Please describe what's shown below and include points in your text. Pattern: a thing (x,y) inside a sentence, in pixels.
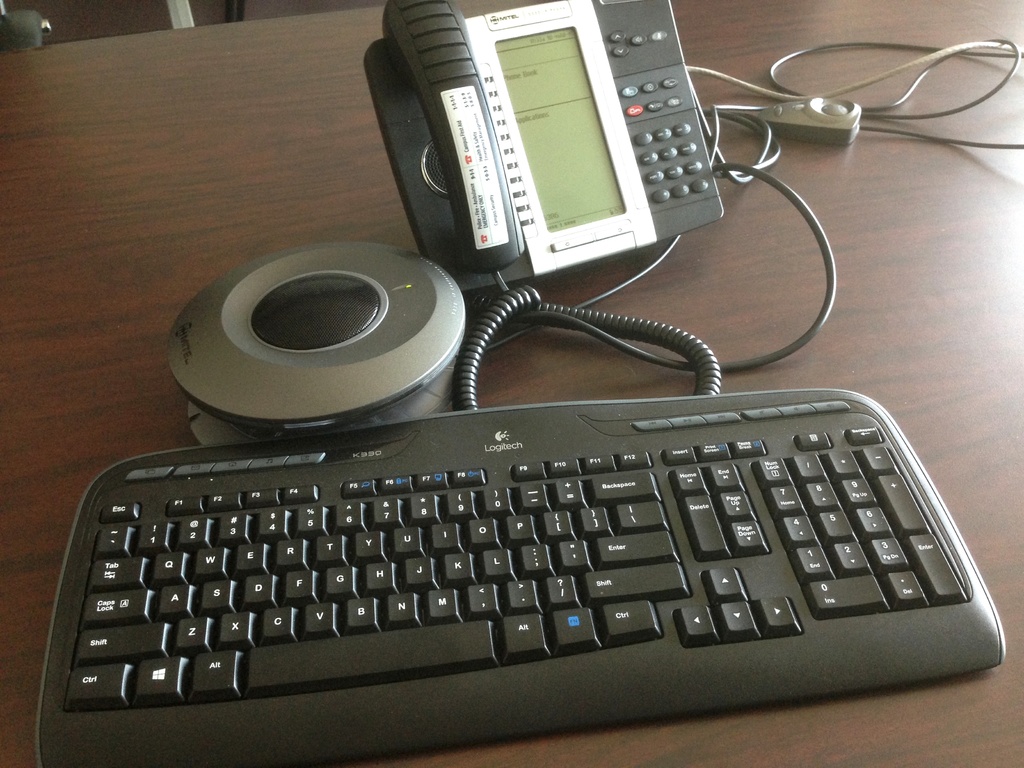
In this picture we can see a keyboard (541,449), a telephone (520,224), wires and an object (346,346) on the table (827,77). We can see other objects (14,40).
